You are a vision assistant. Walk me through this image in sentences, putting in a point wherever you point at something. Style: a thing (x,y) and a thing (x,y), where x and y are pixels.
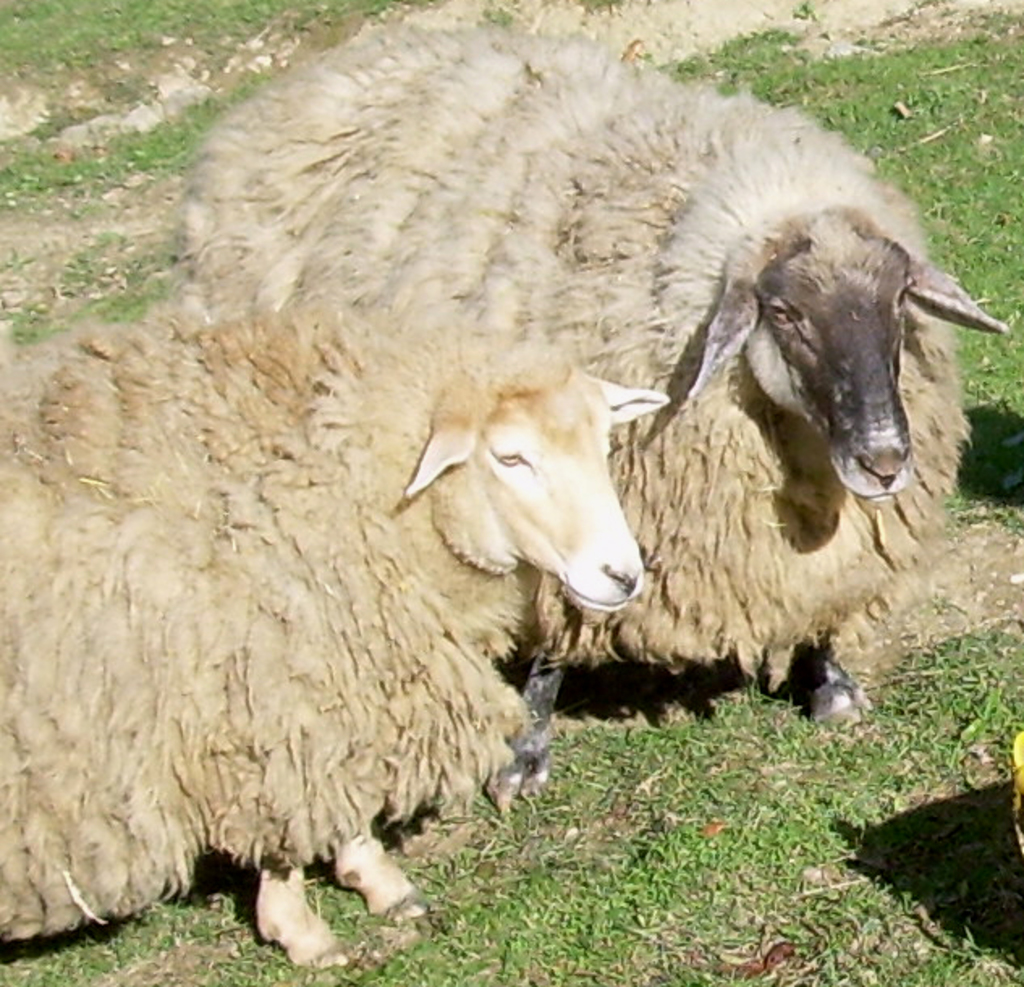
We can see sheeps (483,565) on the grass (610,694).
